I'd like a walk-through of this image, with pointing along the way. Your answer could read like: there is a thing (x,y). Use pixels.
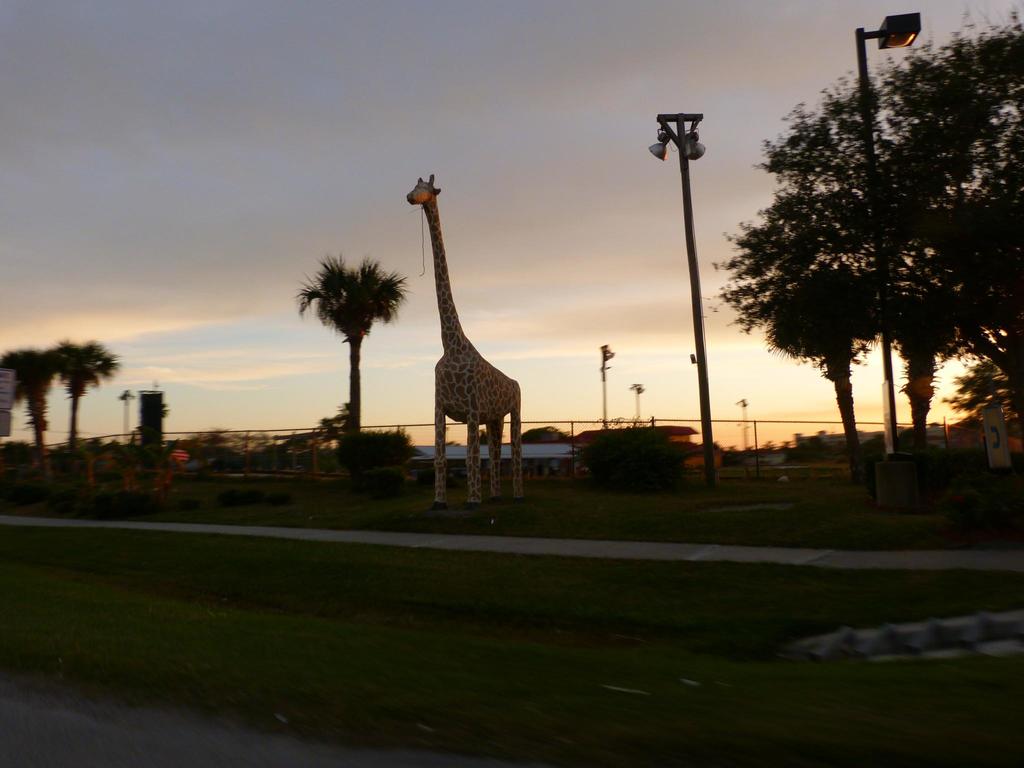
This picture is clicked outside. In the foreground (273,632) we can see the grass (856,520), plants (118,503) and the ground (992,553). In the center (437,484) we can see the sculpture (438,225) of a giraffe (479,401) and we can see the trees (343,298), plants (391,441), lights (895,49) attached to the poles (700,355) and some metal rods (573,422). In the background (516,261) there is a sky (516,276) and an object (556,461) seems to be the house (545,474).
